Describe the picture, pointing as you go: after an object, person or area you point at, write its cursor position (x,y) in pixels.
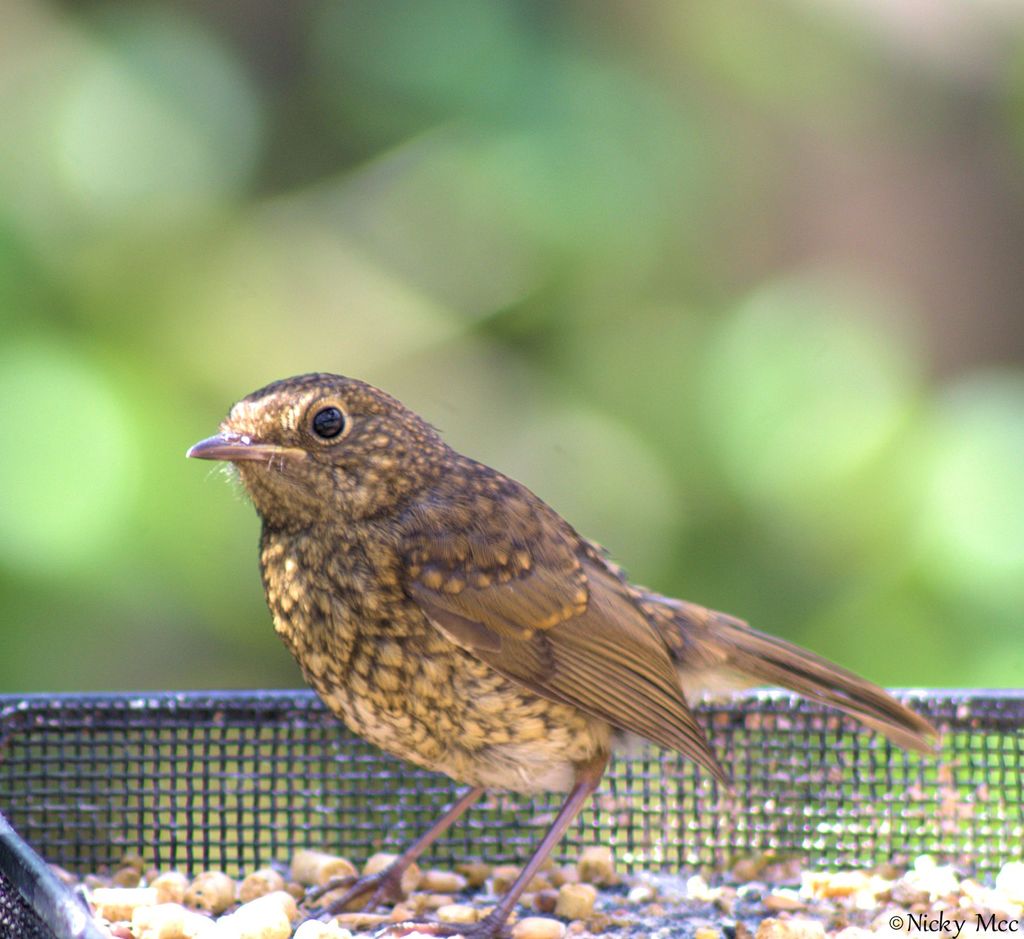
In this image I see a bird (405,866) which is of cream and brown in color and I see the netted thing (268,729) over here and I see brown color things (372,862) over here and I see the watermark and it is blurred in the background (505,335).
